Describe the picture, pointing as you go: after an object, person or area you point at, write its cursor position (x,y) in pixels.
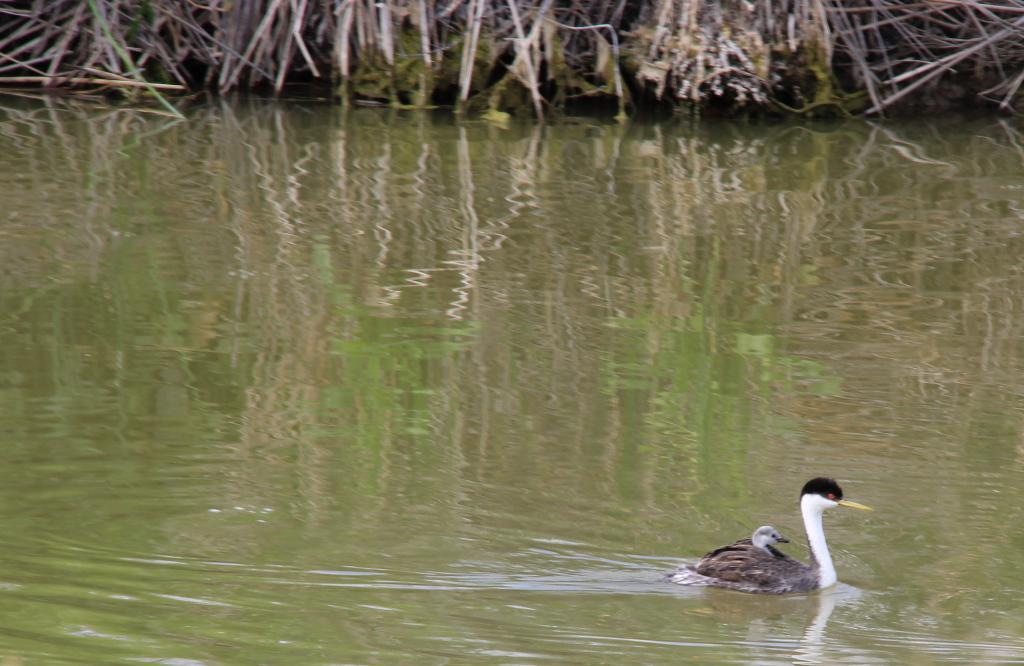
In this image I can see few birds (820,581) in the water (736,477). Back I can see few dry grass (657,63).
